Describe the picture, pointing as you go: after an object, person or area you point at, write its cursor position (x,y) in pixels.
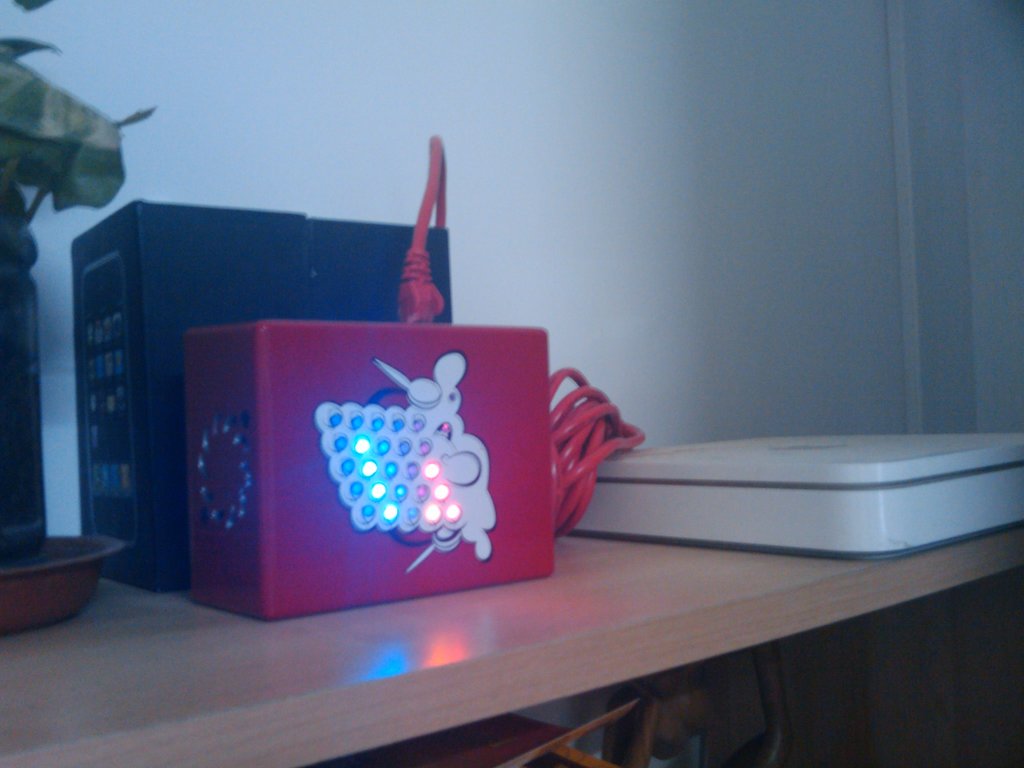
In this image we can see electronic objects (434,342), cable (580,437), plant (54,194) in a bottle (37,463) in the plate (79,577) are on a wooden platform (48,669). We can see the wall (728,345) and objects (845,463).
